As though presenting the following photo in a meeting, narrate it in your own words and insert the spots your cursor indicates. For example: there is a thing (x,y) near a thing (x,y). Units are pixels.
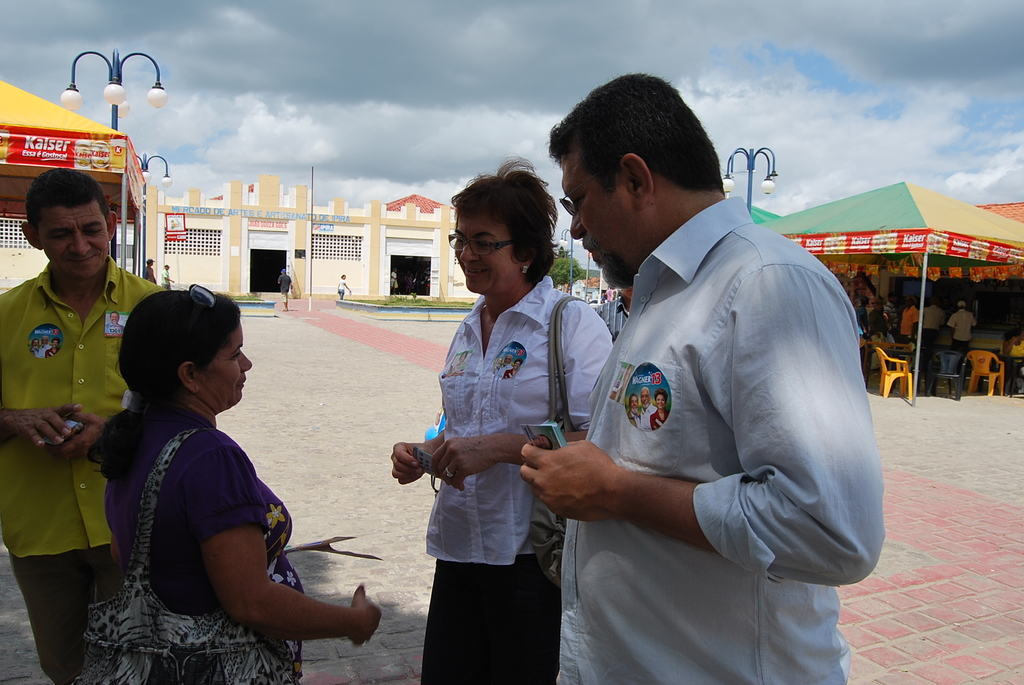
In this picture I can see few people (218,466) standing and I can see few tents (121,156), chairs (961,384) and few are walking and I can see a building (292,236) in the back (272,198) and few pole lights (572,259), a tree (569,278) and a blue cloudy sky (94,89).
